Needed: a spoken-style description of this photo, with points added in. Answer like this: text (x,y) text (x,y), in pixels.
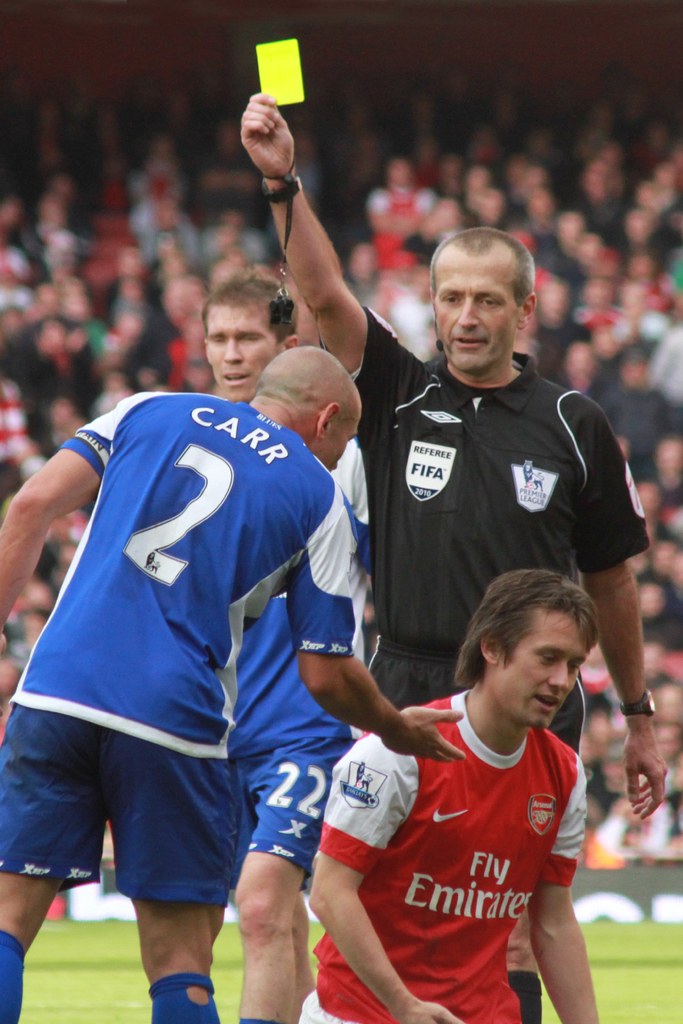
This is a playing ground (107,960). Here I can see few men (294,457) wearing sports dresses (357,649) and standing. A man (348,317) is holding a paper (269,71) in the hand (262,96). In the background (560,274). I can see a crowd (561,282) of people (18,293). It seems to be a stadium (455,121). The background (56,325) is blurred.
